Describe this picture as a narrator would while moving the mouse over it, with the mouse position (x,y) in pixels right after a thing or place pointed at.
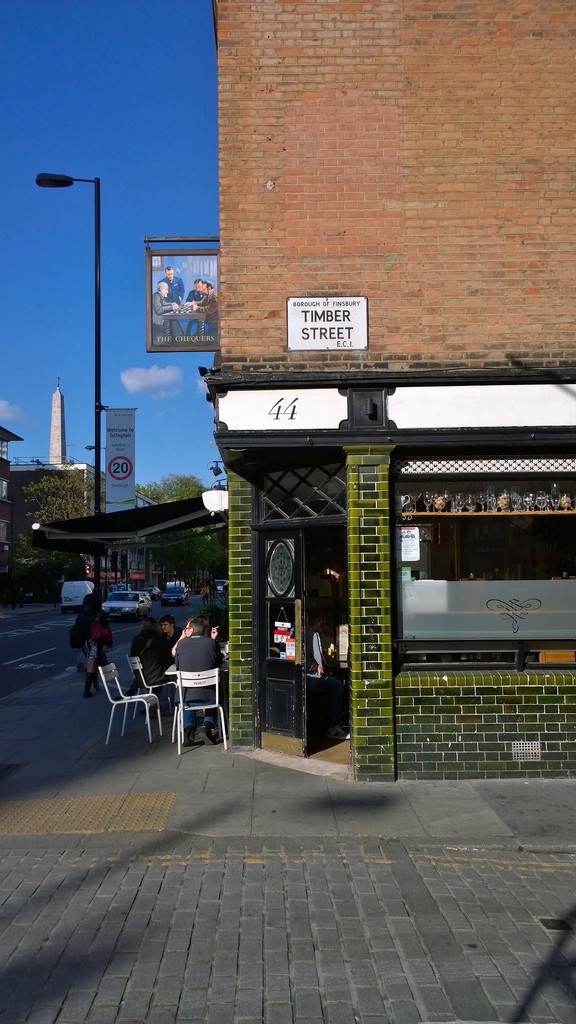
There is a ground (251,906) at the bottom of this image (278,910), and there is a building (394,546) on the right side of this image (409,402). There are some persons (205,650) sitting on a white color chairs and some cars (116,614) on the road (68,626) and some trees (81,573) on the left side of this image (43,632). There is a sky (105,287) as we can see at the top left side of this image (112,173).
